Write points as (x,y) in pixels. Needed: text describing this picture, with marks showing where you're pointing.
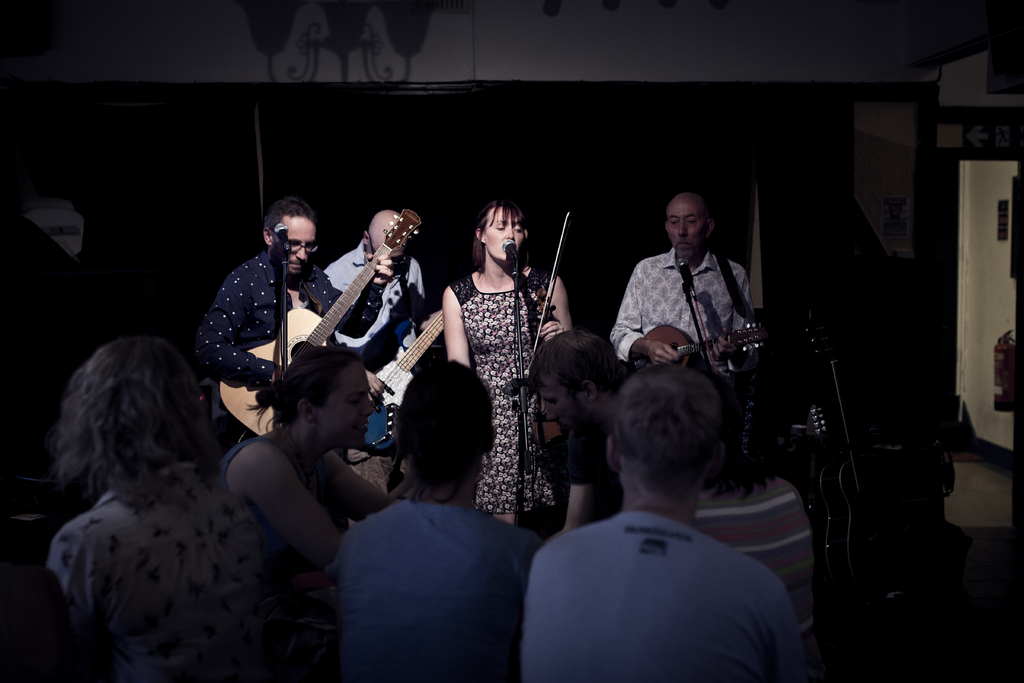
In this picture we can see some persons (513,330) standing in front of mike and playing guitar (399,359). And she is singing on the mike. Here we can see some persons (361,513) in the middle (473,375). This is the floor (987,628). And there is a door (989,259).
